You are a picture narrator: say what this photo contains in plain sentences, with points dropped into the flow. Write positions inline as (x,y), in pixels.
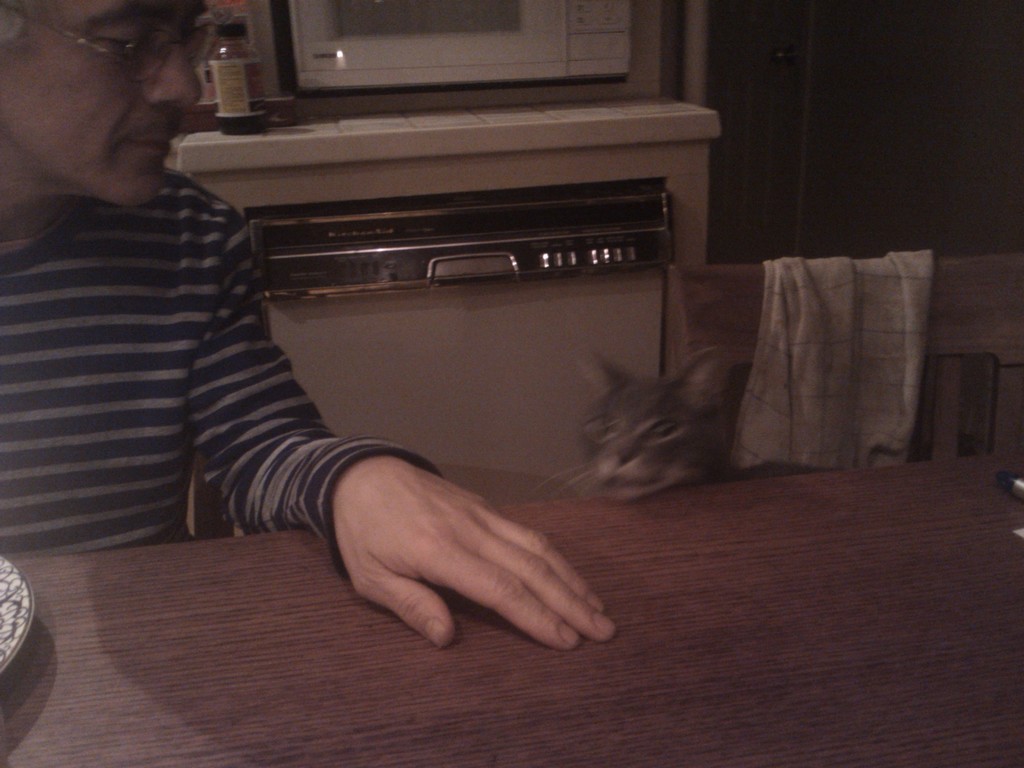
This man (83,108) is sitting on a chair (197,504). Beside this man (210,421) there is a cat (622,473) on chair (794,415). This is an electronic device (459,235). Above the table (376,116) there is a bottle (250,72) and oven (496,29). In-front of this man (143,374) there is a table (430,675), on this there is a plate (0,618).
